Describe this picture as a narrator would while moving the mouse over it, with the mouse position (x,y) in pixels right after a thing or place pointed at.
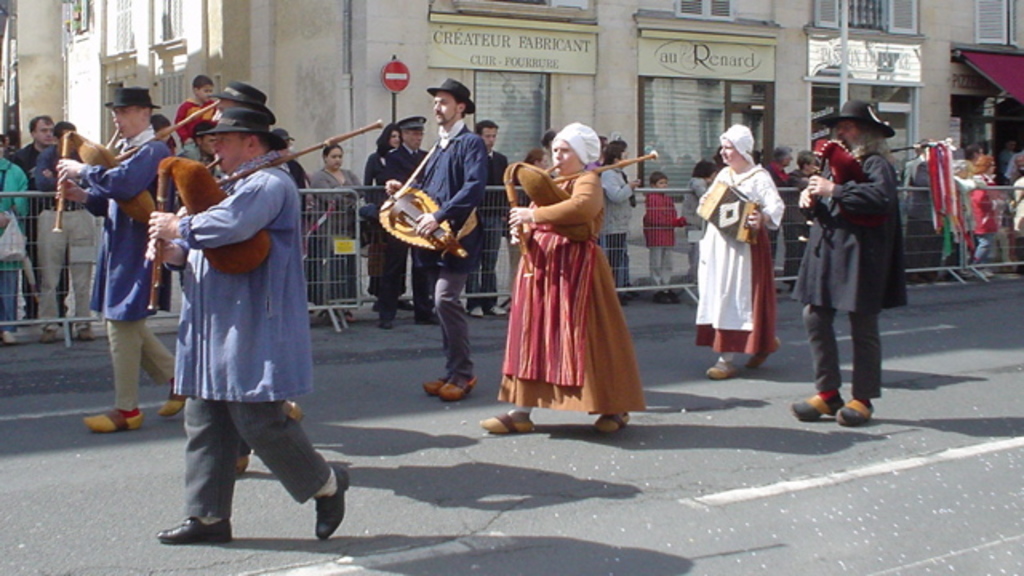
In this image I can see a road (70,382), on the road (76,367) I can see there are few persons (876,234) holding musical instruments (868,223) and walking on the road (90,360) and I can see a fence (52,231) in the middle (484,213) and back side of the fence (916,210) I can see there are few persons (57,153) standing and at the top (322,60) I can see the building (779,14) and pole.
